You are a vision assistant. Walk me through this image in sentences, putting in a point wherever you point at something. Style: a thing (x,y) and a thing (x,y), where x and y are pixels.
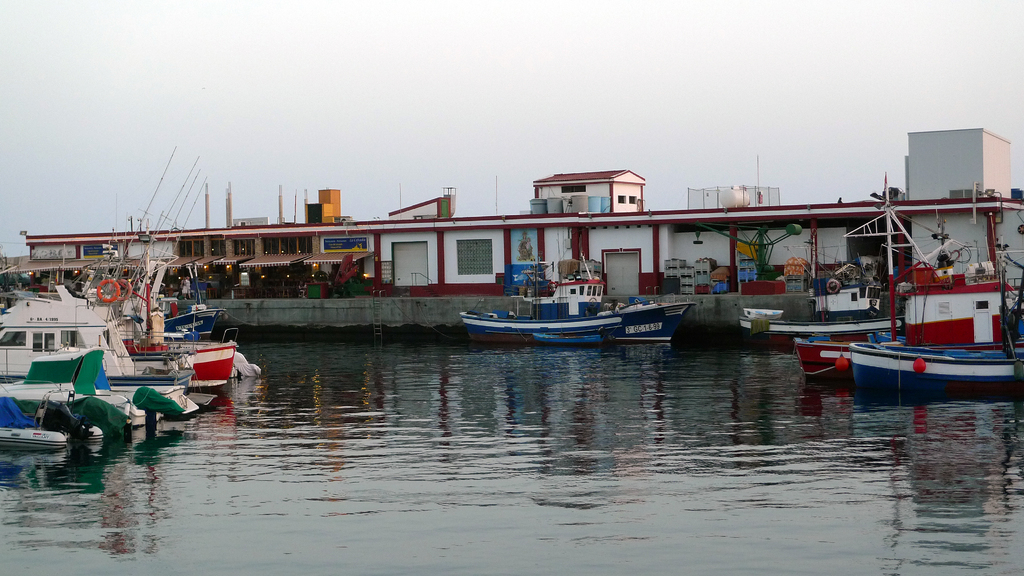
In this picture we can see a few boats (625,342) on the water (404,487). There are poles (150,282) and orange objects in these boats (157,311). We can see a few houses (251,255) and lights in these houses (327,265).
